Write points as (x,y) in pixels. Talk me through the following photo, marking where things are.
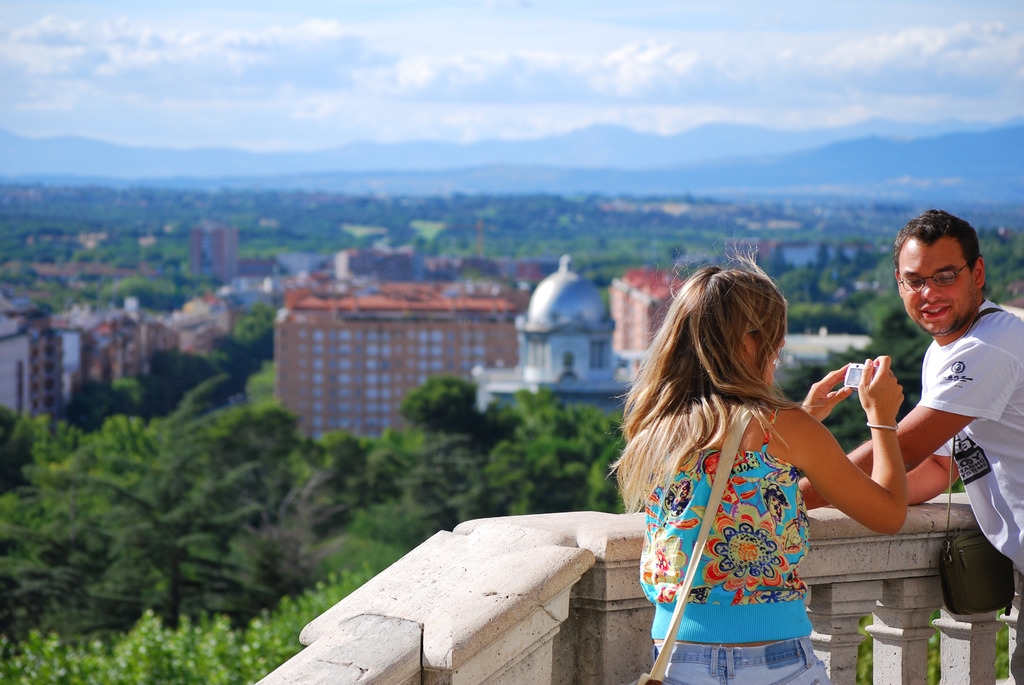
In front of the image there is a woman (710,438) holding the camera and she is wearing a sling bag (719,479). Beside her there is another person (954,238) standing on the building (586,656). In the background of the image (94,220) there are trees (458,243), buildings (401,391), mountains (1020,144). At the top of the image (55,83) there are clouds (376,70) in the sky (300,20).
